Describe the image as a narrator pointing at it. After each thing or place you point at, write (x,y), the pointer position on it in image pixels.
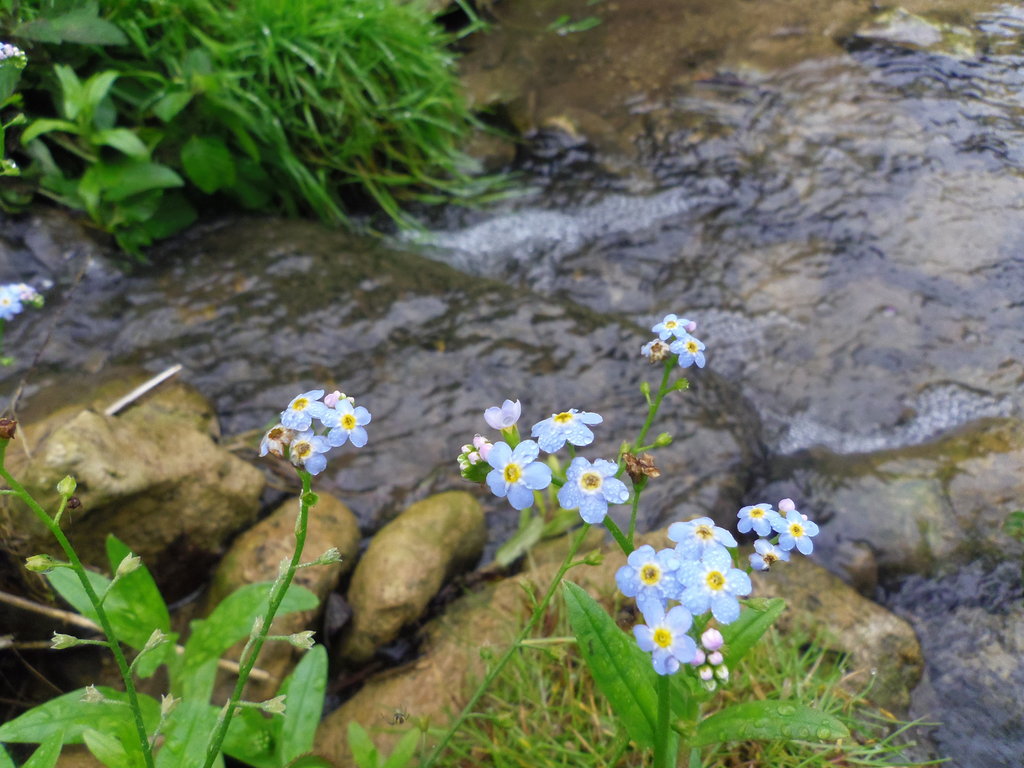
In the foreground of the picture (333,611) there are plants (584,616), flowers (665,561), grass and stones (599,546). In the center of the picture (439,429) it is water (897,235) flowing. At the top left (222,100) there are plants (117,99) and grass (291,70).
